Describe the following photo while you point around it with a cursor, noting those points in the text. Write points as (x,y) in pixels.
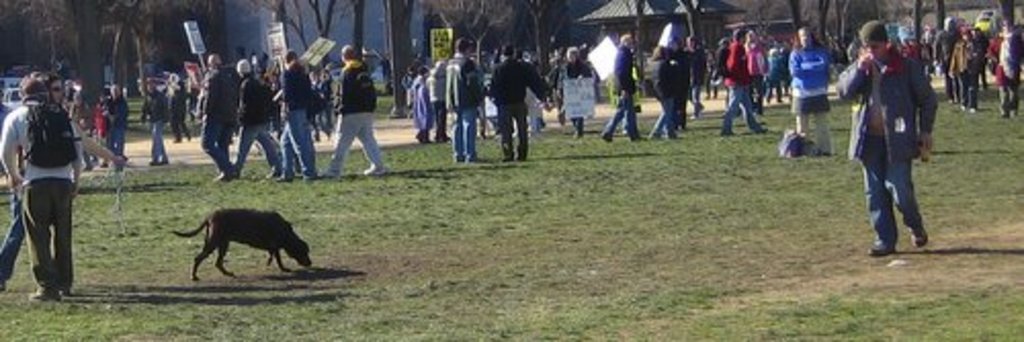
In this image we can see many people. There are many trees (81,57) in the image. There is a grassy land (751,156) in the image. There is a dog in the image. There is an object (785,155) placed on the ground (772,158). There are buildings (378,26) in the image. There is a vehicle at the left side of the image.
